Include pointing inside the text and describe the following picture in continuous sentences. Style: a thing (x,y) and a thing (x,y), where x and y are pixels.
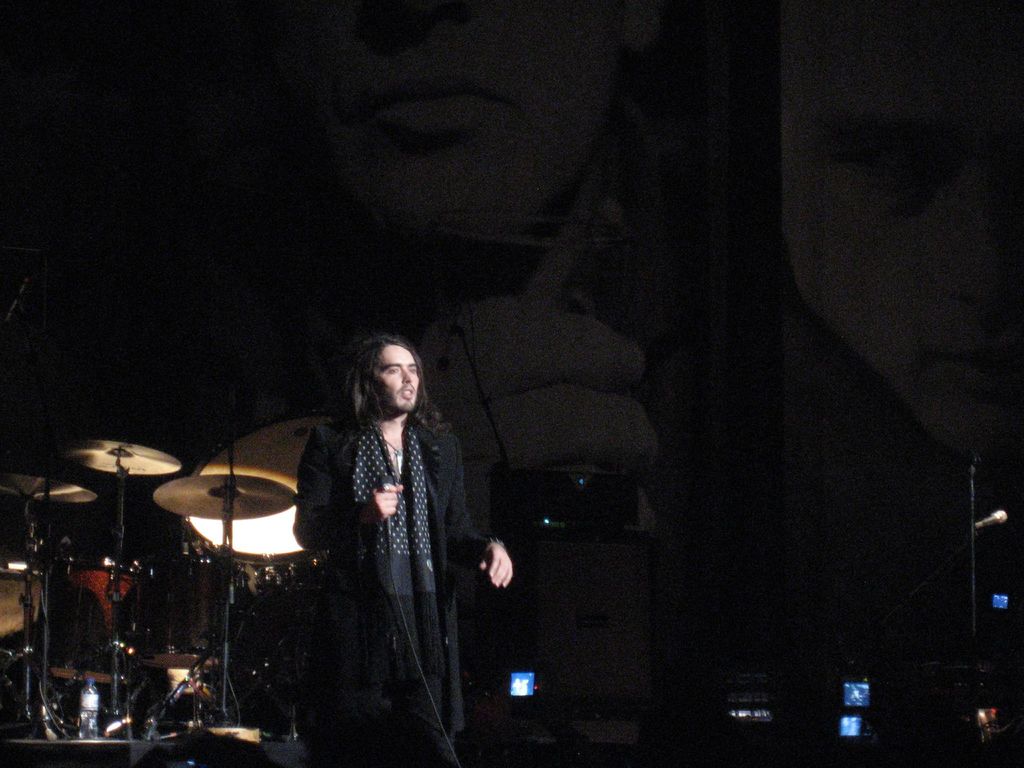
In this image I can see the person (327,511) standing and wearing the black color dress (370,556). To the left (184,616) I can see the drum set (116,625). To the right (847,698) I can see the mic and the screens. And there is a banner (548,197) in the back (618,242).
